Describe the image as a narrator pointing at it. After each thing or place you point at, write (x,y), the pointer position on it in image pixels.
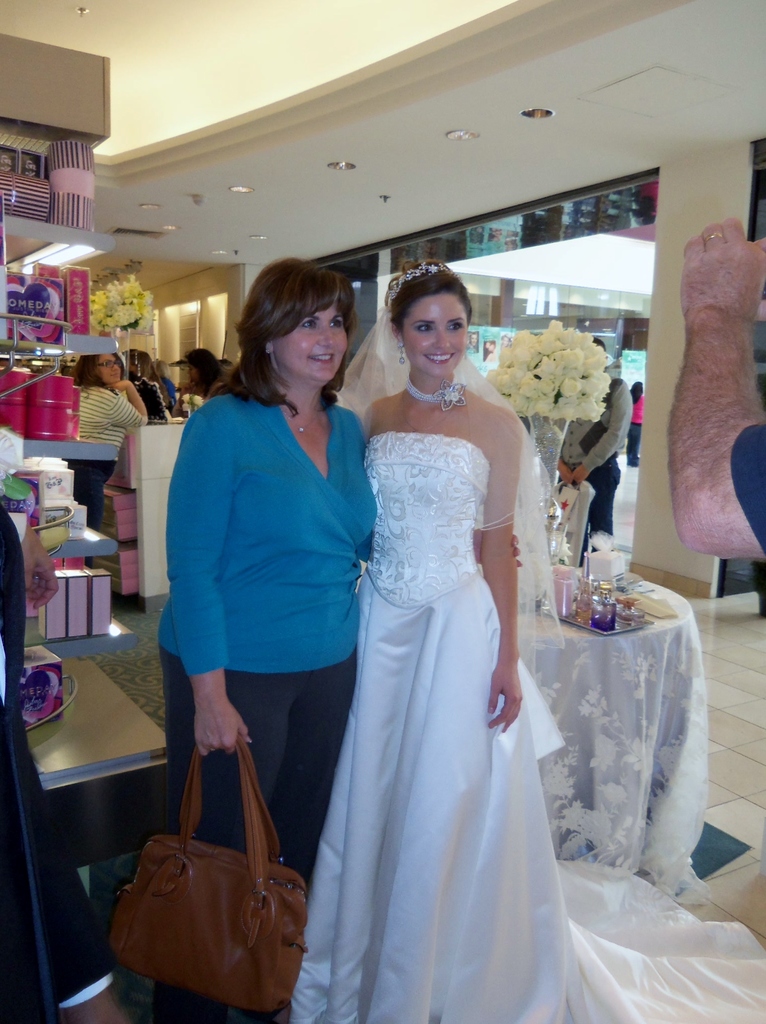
In this image, there is an inside view of a building (743,777). There are two person (329,469) standing and wearing clothes (314,623). There is a table (572,638) behind these persons (446,636) covered with a cloth (608,668). The person (304,463) who is on the left side of the image (241,837) holding a bag (241,883) with her hand (198,720). There is a cupboard (45,65) on the left side of the image (92,532).
